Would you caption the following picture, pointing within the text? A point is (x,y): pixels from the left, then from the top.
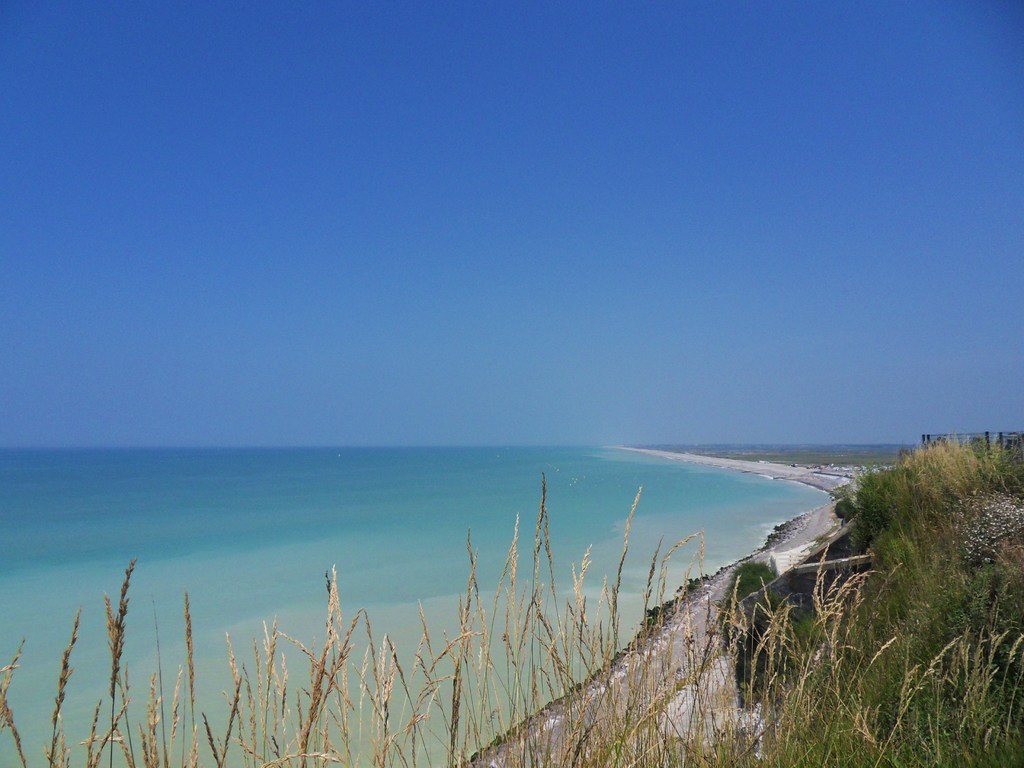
This image is clicked outside. There is water (237,609) in the middle (587,473). There is grass (656,692) at the bottom (506,692). There is sky (571,160) at the top (571,160).
